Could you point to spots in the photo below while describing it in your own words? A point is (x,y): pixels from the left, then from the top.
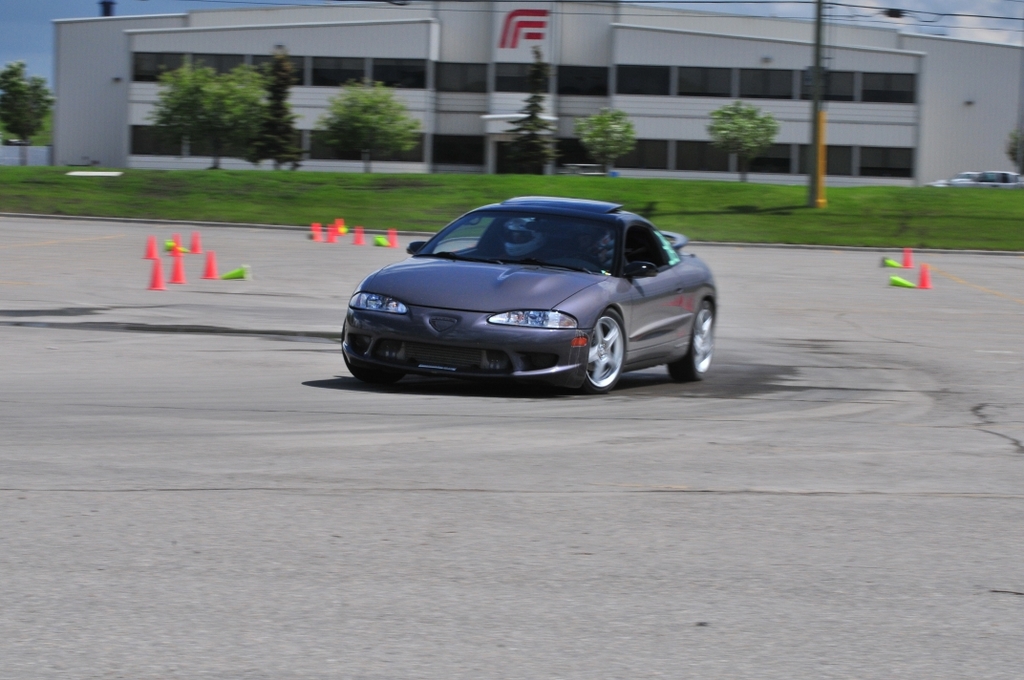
In this image I can see a car (512,318) which is grey in color on the ground (593,454) and I can see few traffic cones (173,281) which are orange and green in color on the ground (932,290). In the background (793,231) I can see some grass (782,223), a pole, few trees (624,123), a building (395,55) which is white in color and the sky (83,7).
